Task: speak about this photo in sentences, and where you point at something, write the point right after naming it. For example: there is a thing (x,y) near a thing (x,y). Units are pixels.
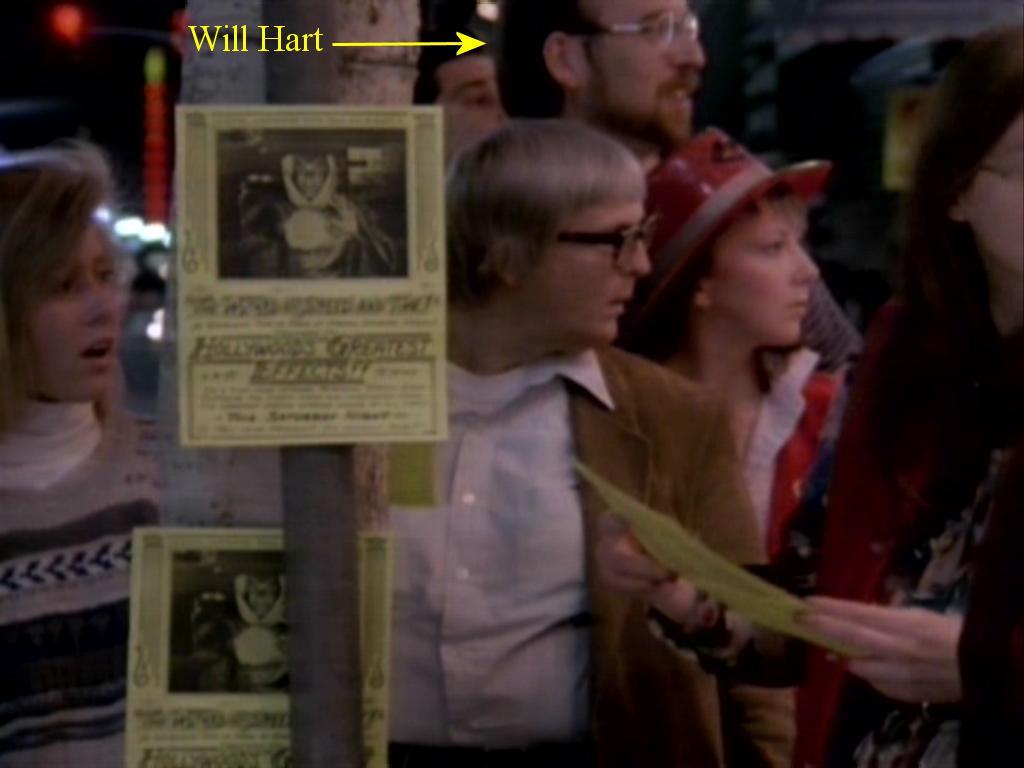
In the picture we can see a pole (306,534) with some boards (242,152) to it and behind it, we can see some people (123,581) are standing and looking to the right side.
